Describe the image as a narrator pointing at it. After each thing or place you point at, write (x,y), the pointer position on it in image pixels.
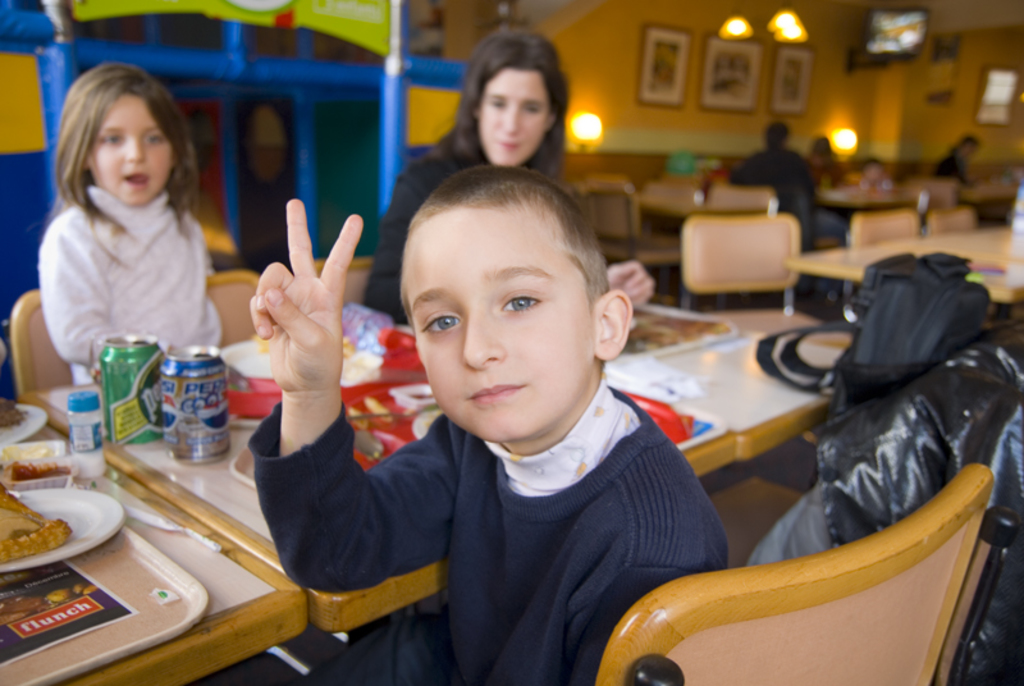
This picture describe about the inner view of the restaurant (883,202) in which on the front table (432,573) a boy (396,525) is sitting wearing blue sweatshirt (601,551) and on the behind her we can see woman (506,112) and beside her a small girl (126,233) wearing white T-shirt (138,253), and the behind we see a yellow wall (611,62) on which three photo frames (753,69) are placed.
